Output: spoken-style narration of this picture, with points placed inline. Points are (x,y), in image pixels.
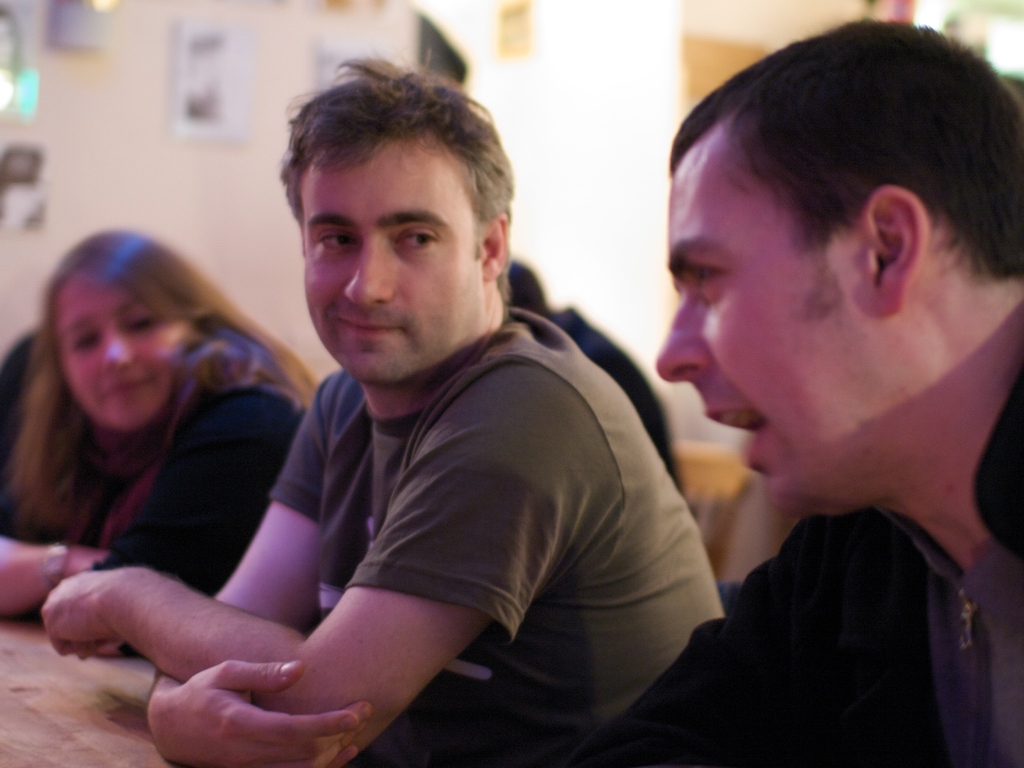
In this image I can see on the right side (936,558) a man (950,579) is there. He is speaking, in the middle (553,418) there is another man (411,419). On the left side (230,421) there is a woman (196,487), she wore black color top (213,480).
